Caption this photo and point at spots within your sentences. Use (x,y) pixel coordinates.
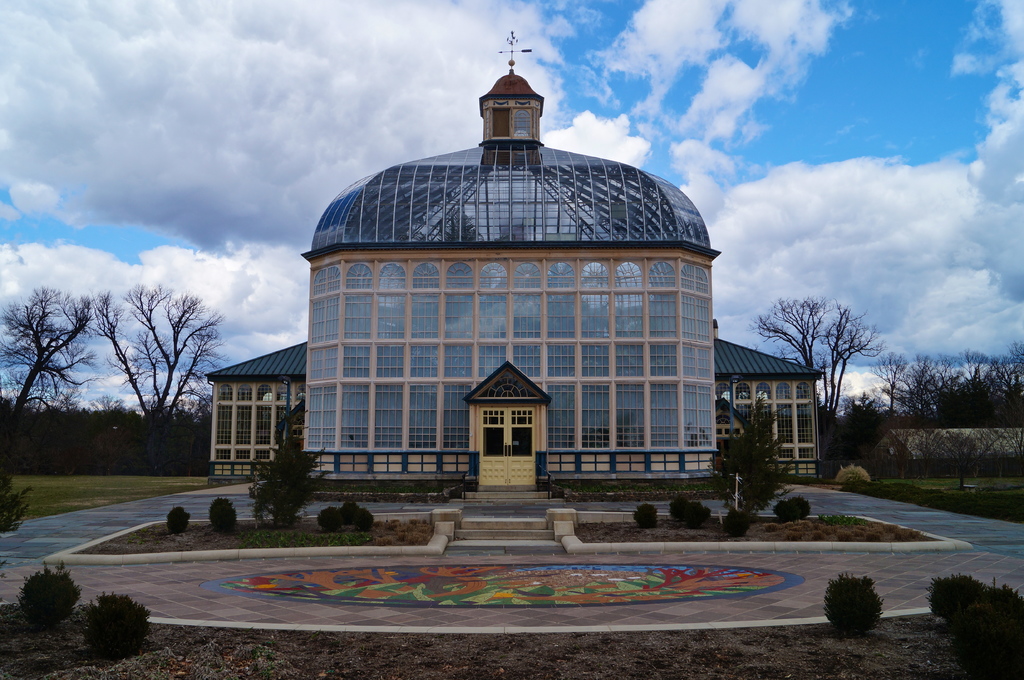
In this image, we can see a building (457,396), glass objects (585,388), doors (518,448), plants (966,498), trees (763,433), stairs (527,497), poles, walkways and grass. Background (542,50) we can see the cloudy sky (302,142). Top of the image (519,52), we can see direction pole (521,51).
